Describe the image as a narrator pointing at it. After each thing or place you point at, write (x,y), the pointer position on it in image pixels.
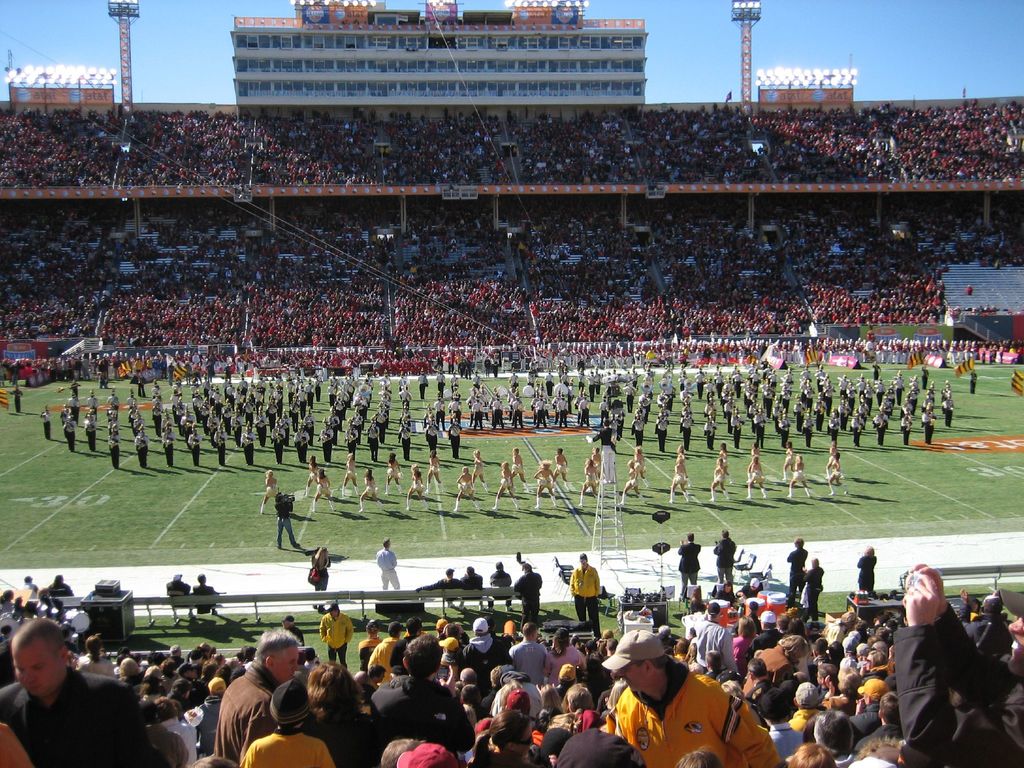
In this image we can see a stadium (559,441). In that there are a few people (595,473) standing on the ground (567,603) and a few people (374,636) sitting on the chairs (554,165). And there is a building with boards (584,189) and lights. There are boxes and the sky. And we can see a person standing on the ladder (607,517).
